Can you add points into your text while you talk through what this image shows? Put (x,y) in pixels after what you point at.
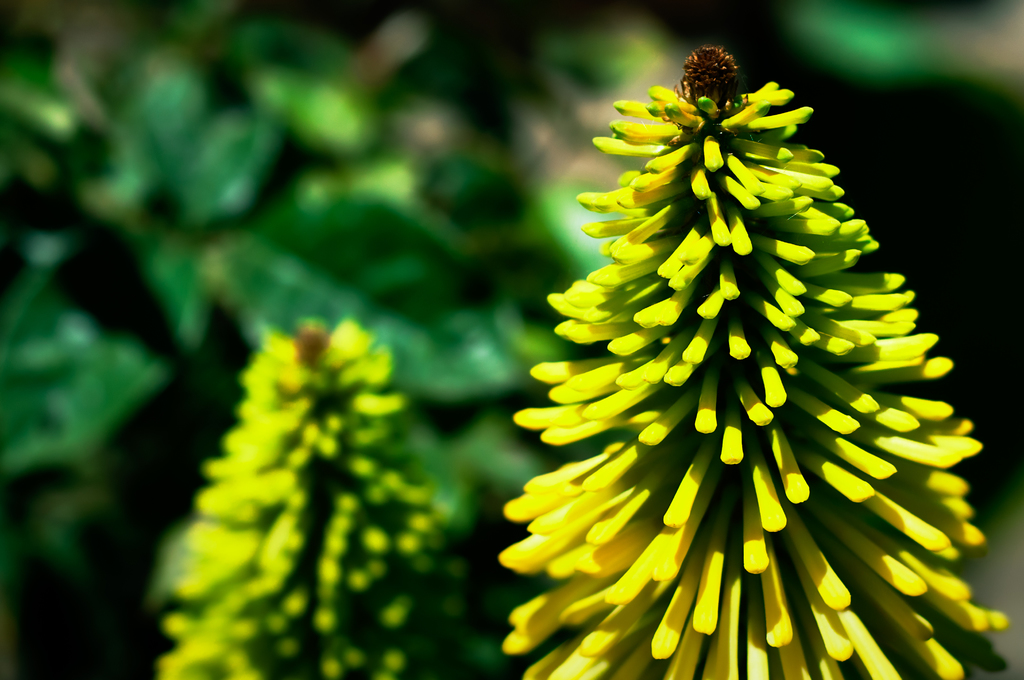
In the image we can see in front (575,511) there is a plant (692,411) on which there are buds (583,527) which are in yellow colour.
